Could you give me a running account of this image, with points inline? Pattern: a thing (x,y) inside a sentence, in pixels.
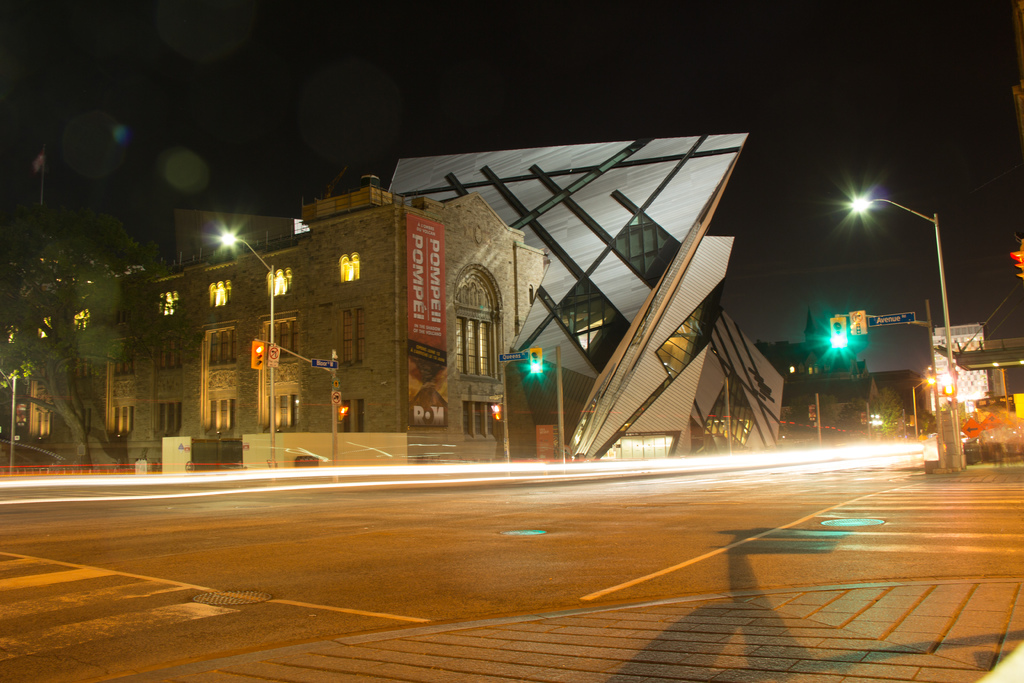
This picture shows few buildings (595,290) and we see trees (87,443) and few pole lights (919,216) and few traffic signal lights (830,342) to the poles (953,417).
